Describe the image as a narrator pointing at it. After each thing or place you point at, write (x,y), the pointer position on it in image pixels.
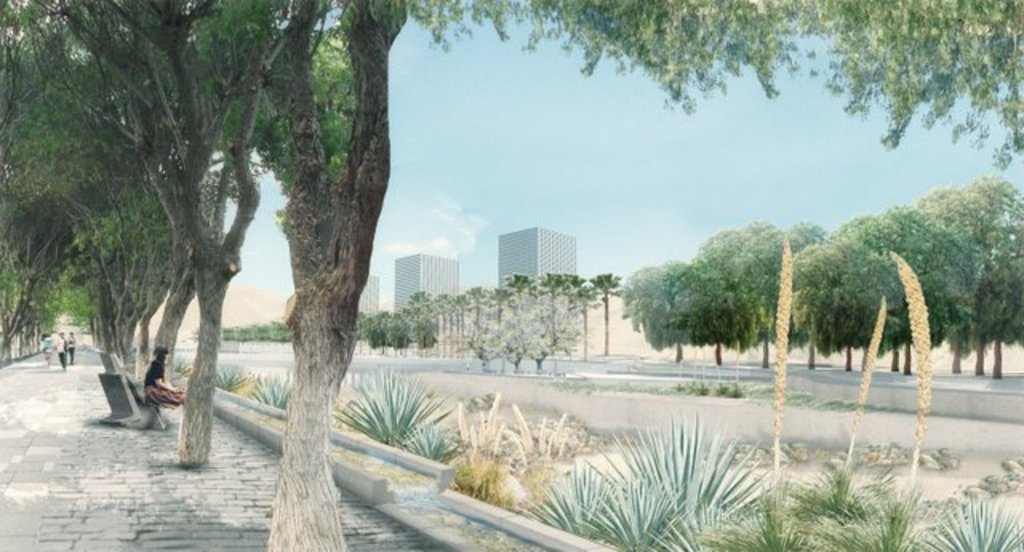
In this image I can see three persons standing and I can see the person (164,391) sitting on the concrete bench (113,376). Background (523,260) I can see few plants (684,466) and trees (486,322) in green color, buildings (523,236) in white color and the sky (562,203) is in blue and white color.
